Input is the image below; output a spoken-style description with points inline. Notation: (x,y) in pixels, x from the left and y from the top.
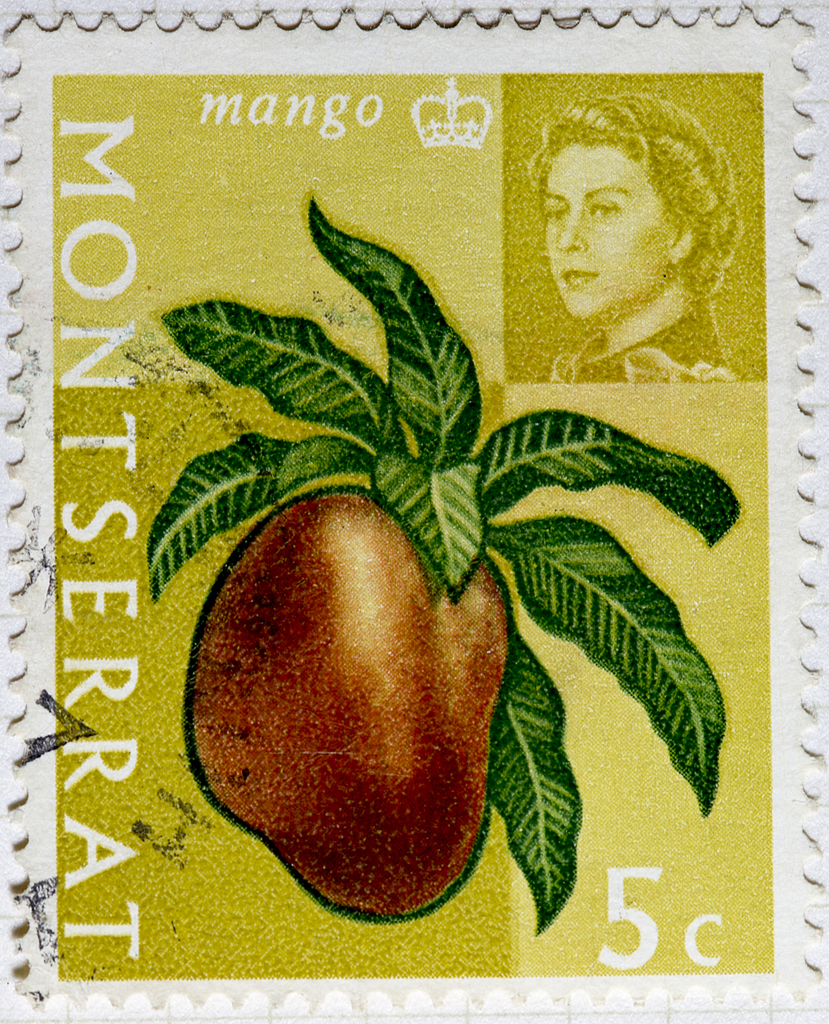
In this image we can see a poster (346,490) with some text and images (338,468).
